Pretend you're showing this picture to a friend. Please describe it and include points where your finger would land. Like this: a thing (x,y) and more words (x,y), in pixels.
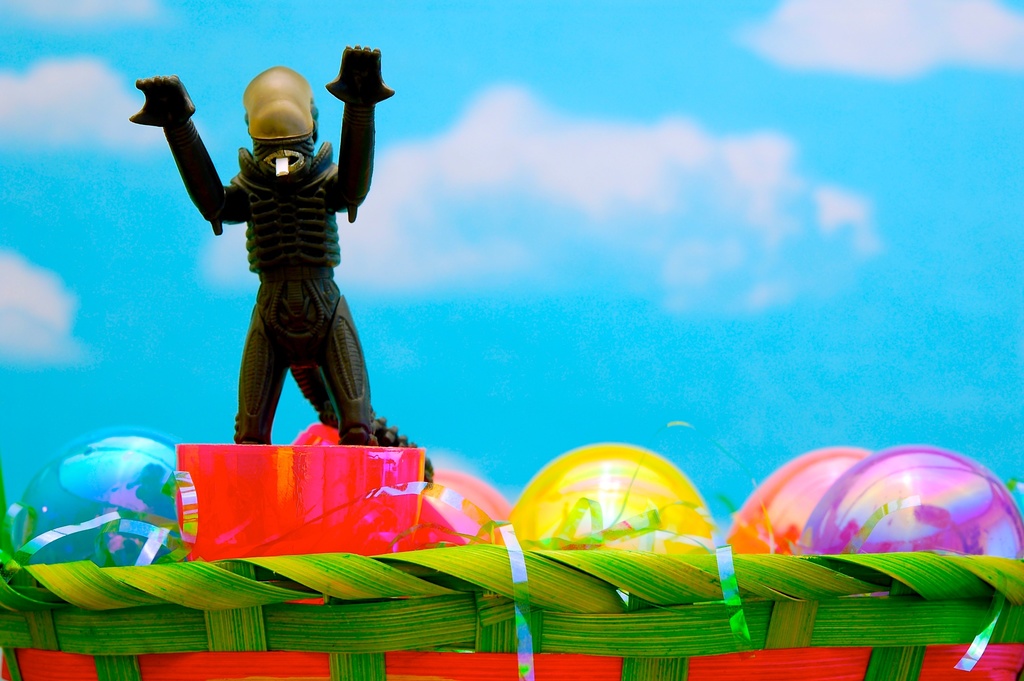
This image consists of a basket (558,576). In which we can see the balls (46,503) and a figurine (286,252). In the background (443,246), it looks like sky (671,270) in which we can see the clouds (704,250).
